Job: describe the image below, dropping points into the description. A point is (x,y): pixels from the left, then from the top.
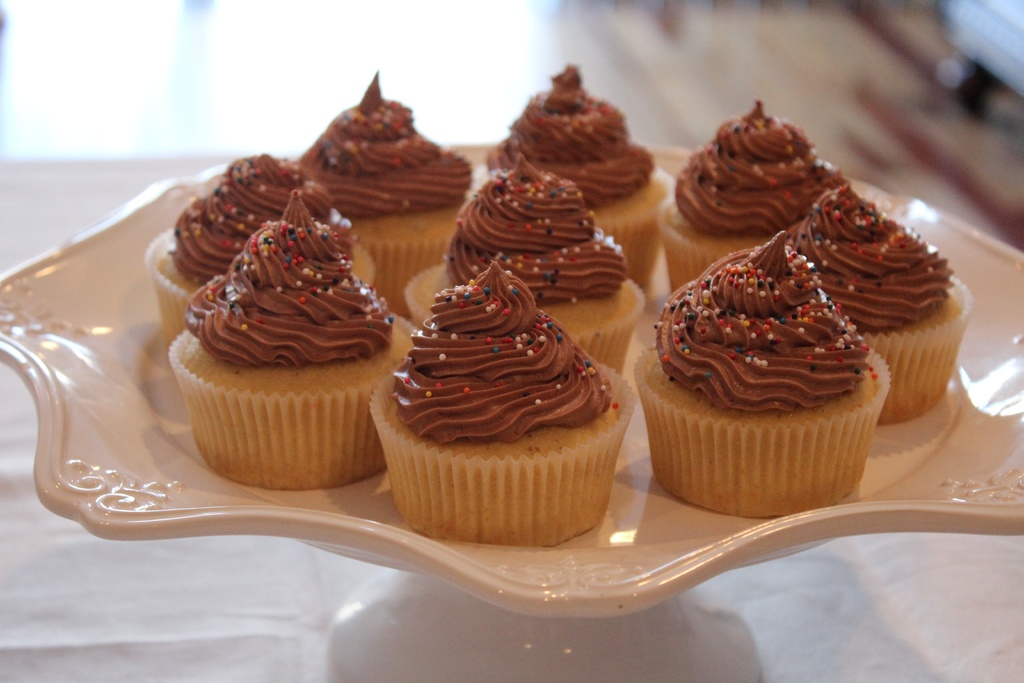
In this picture there are cupcakes (226,334) on a cake stand (861,505). The cake stand (2,277) is on the table (171,606). The background (14,66) is blurred.
